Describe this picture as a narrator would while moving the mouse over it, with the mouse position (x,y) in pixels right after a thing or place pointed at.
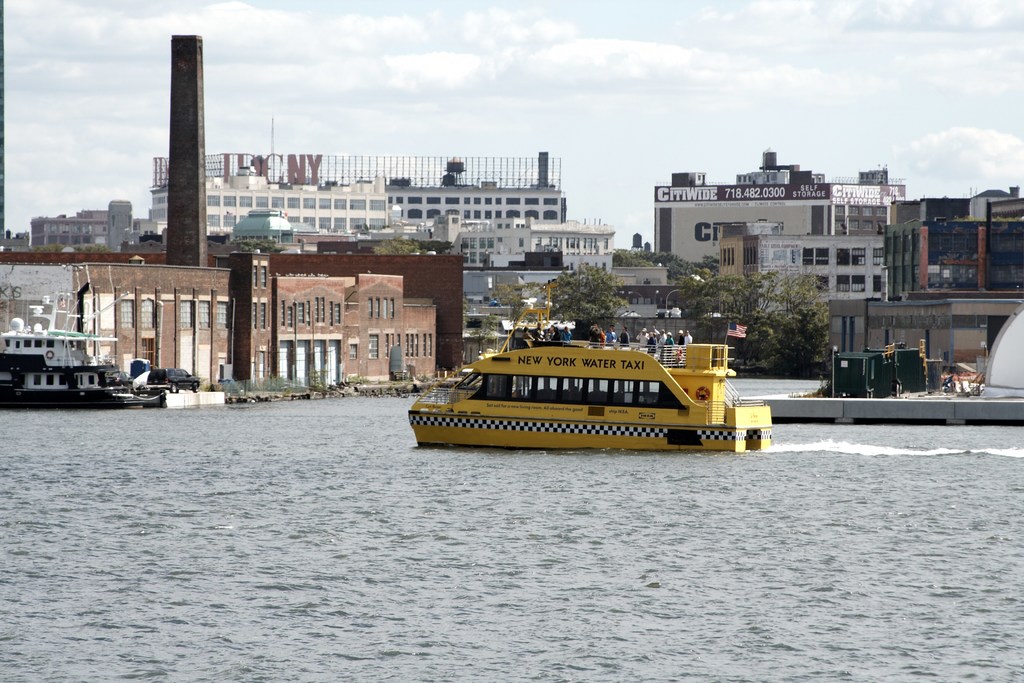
In this image we can see some people (566,338) standing in a boat (583,348) which is on the water body (348,590). On the backside (282,375) we can see some buildings (333,337), signboard (702,199) with some text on it, a boat (53,399) aside, some poles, a group of trees (692,281) and the sky (719,86) which looks cloudy.
